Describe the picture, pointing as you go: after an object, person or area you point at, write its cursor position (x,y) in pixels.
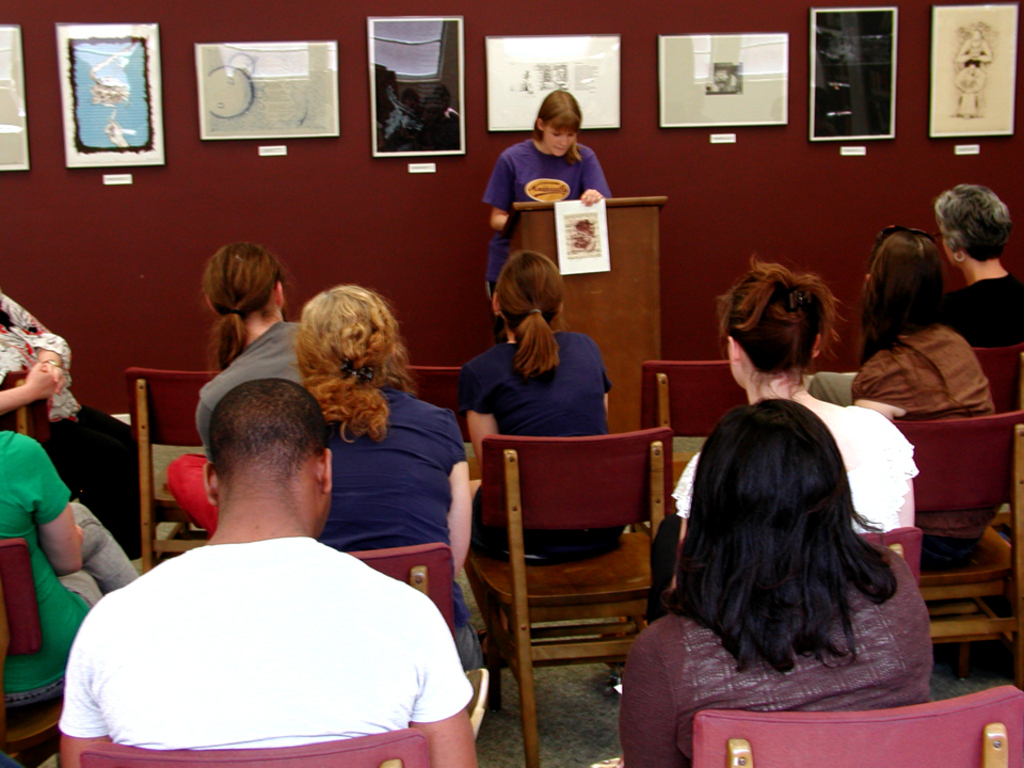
In this image i can see group of people (776,353) sitting on a chair (592,519) there is a women (495,187) standing, in front of a woman (543,169) there is a podium (595,284) at the background (159,97) there few frames (583,79) attached to a wall (767,190).
